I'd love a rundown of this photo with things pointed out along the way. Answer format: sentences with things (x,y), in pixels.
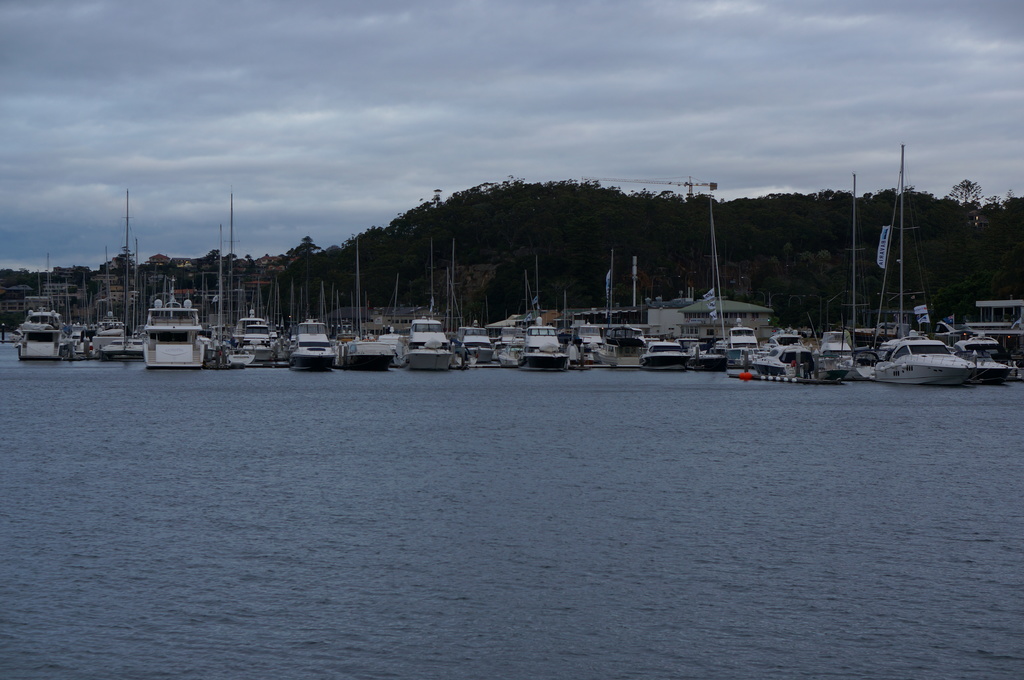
In this image at the bottom (748,614) there is a sea (649,619) and in that sea (452,370) there are some boats (104,356), and in the background (402,214) there are some trees (328,263). At the top of the image (437,96) there is sky (328,154).
